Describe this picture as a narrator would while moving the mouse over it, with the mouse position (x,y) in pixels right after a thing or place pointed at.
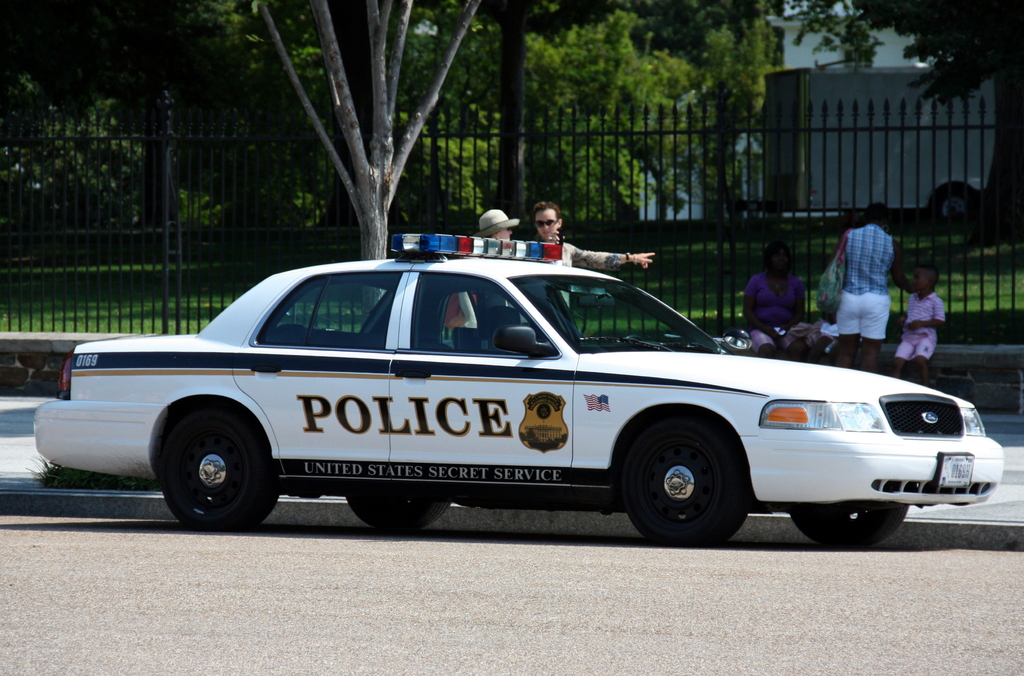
This image consists of a police car (437,480) in white color. In the background (926,271), there are few persons (915,333). At the bottom (182,632), there is a road (56,633). In the background (501,166), there is a fencing (501,166) along with the trees (24,121).
